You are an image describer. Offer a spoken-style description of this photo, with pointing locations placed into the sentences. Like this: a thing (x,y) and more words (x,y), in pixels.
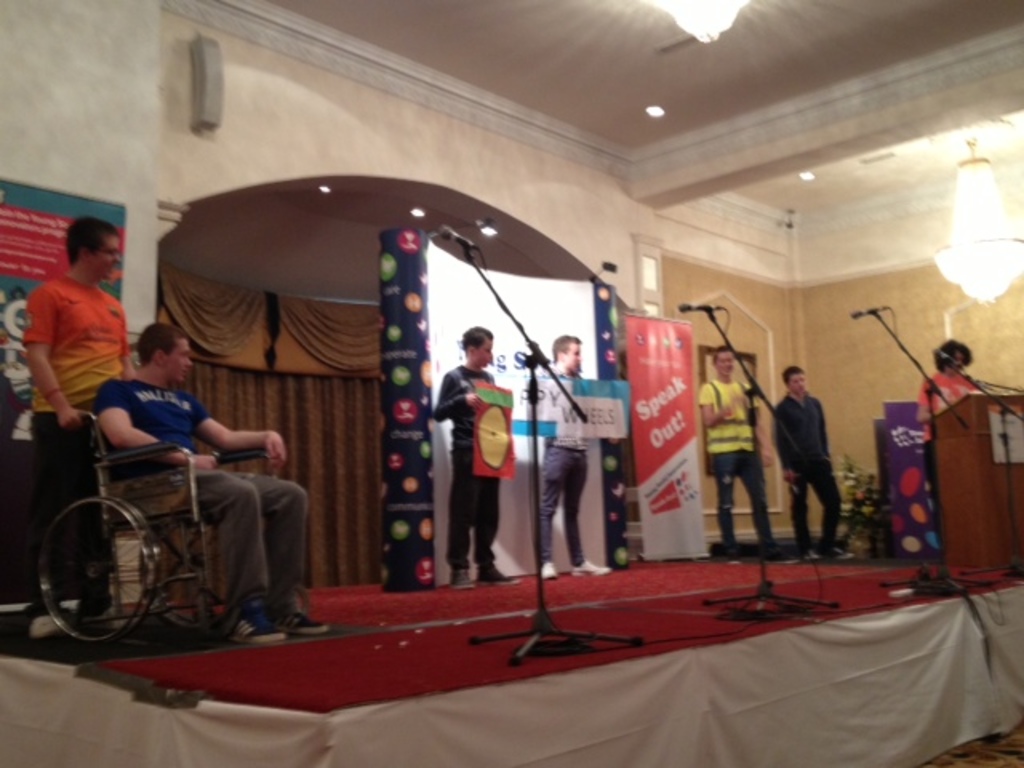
In this image we can see the podium (962,449), mike's (950,409), people (219,422), lights (697,6), arch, curtains (325,316), floor mat (451,594), wheelchair (160,492) and we can also see posters (661,414) with some text (680,480).
